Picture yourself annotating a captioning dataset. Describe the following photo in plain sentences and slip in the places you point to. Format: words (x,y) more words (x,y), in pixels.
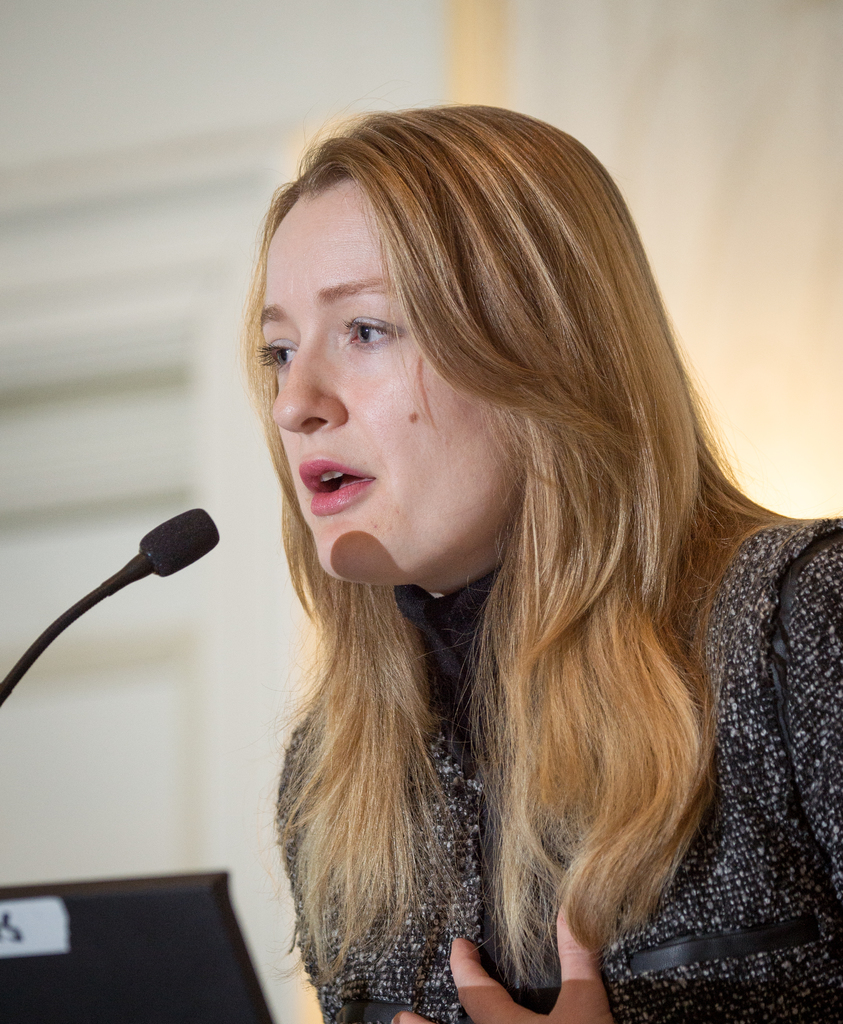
As we can see in the image in the front (500,257) there is a mic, laptop (91,966) and a woman (465,365) wearing black color dress (658,1011). In the background (479,18) there is a wall (250,160).
